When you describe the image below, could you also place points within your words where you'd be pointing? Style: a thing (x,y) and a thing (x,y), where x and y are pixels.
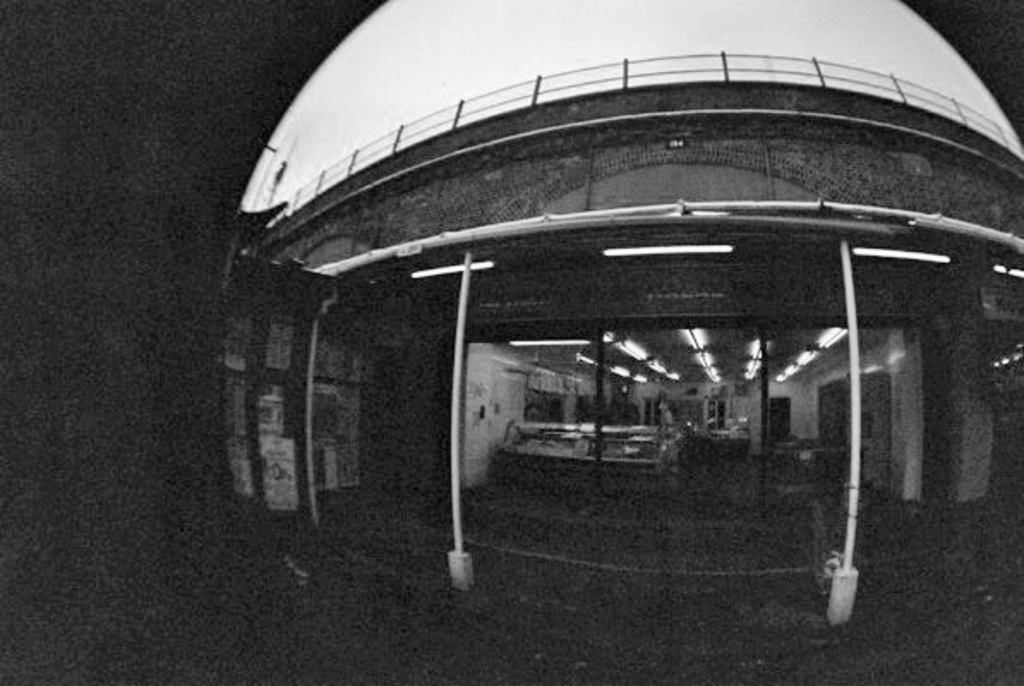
In this image I can see the building (953,198) and the image is in white and black color.
